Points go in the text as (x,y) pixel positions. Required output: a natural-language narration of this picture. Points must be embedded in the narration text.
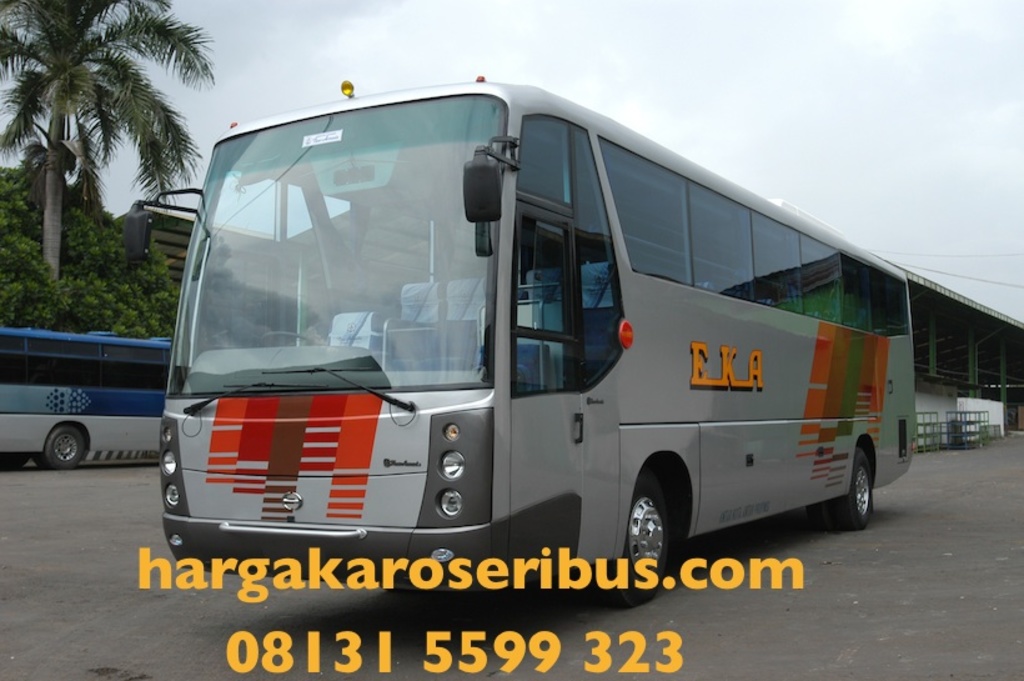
In this I can see in the middle (466,428) there is a bus (573,470) in grey color, on the left side (32,335) there is another bus (129,401) in blue color and there are trees (149,170). On the right side (930,303) it looks like a shed (924,324), at the top (744,155) it is the sky (747,100), there is phone number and website name (467,582) at the bottom (296,647).
